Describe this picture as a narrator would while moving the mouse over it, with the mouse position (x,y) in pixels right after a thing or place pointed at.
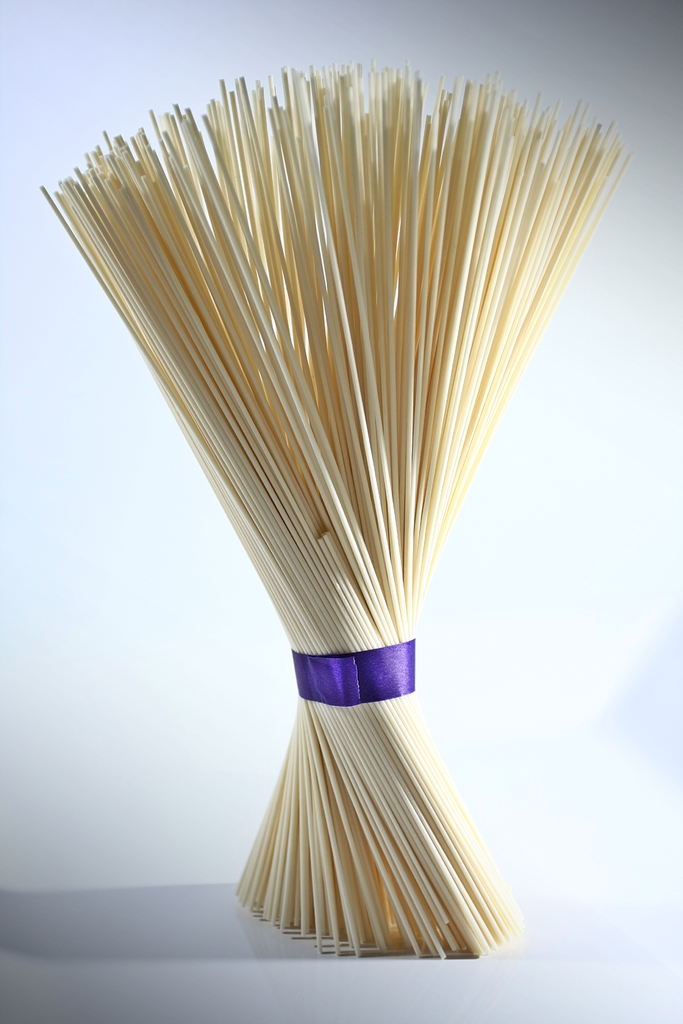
This picture contains bundle of thin sticks (361,558) which is tied with purple color ribbon (350,698). This is placed on the white color table (389,958). In the background (38,545), it is white in color.
